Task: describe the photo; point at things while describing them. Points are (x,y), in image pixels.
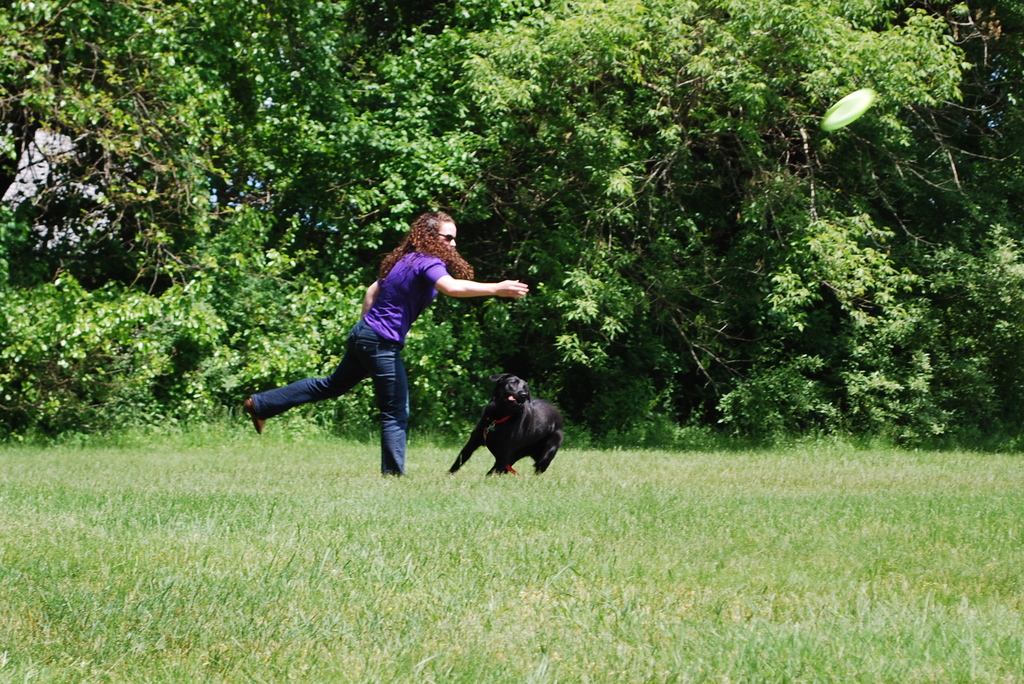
In this image in the front (506,579) there's grass (547,589) on the ground (647,584). In the center (426,298) there is an animal (542,424) and there is person (413,285). In the background (405,147) there are trees (867,193). On the right side (854,114) in the center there is a frisbee (849,107) in the air (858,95).
